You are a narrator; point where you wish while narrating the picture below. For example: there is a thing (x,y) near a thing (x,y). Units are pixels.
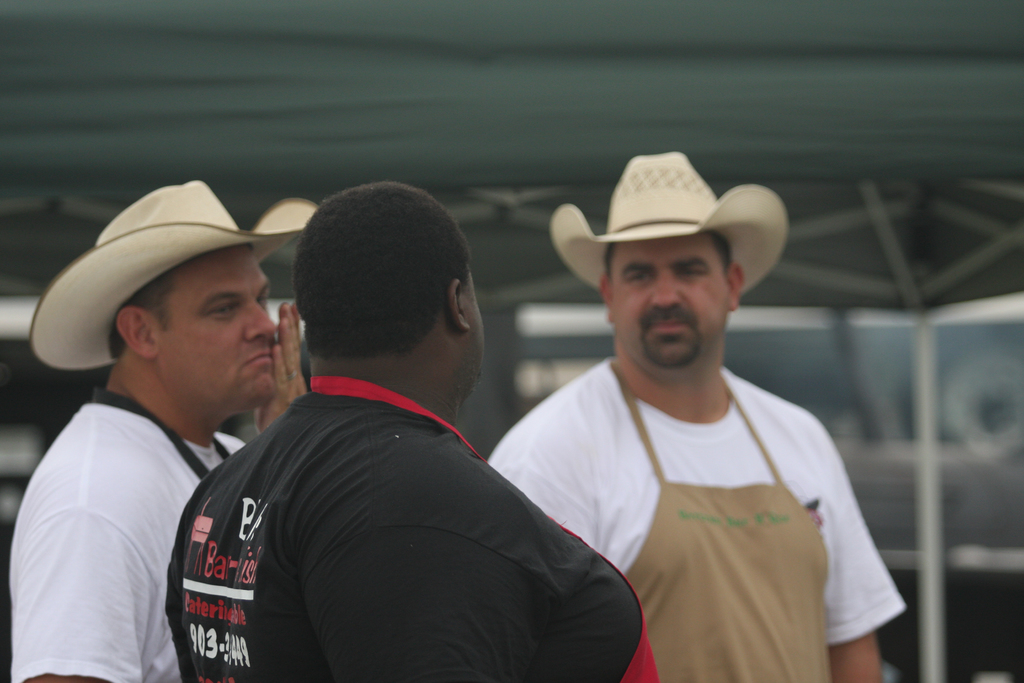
In this Image I can see three people (427,439) with different color dresses (348,463). There are hats (589,274) to the two people (279,401). I can also see one person (660,552) is wearing the apron (785,572). And there is a blurred background (1006,240).
